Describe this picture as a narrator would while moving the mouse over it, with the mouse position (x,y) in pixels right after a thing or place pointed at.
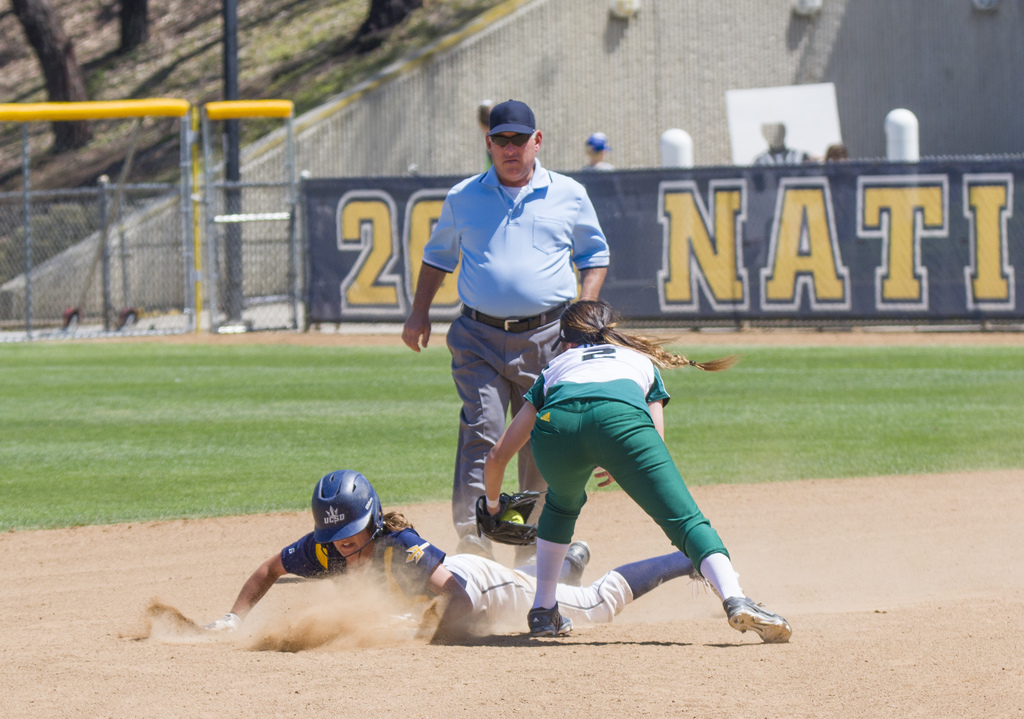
This is a picture taken during a baseball game. This is a picture which consists of a baseball ground (374,427). In the center of the picture (458,476) there are three persons (493,429) and red soil (242,640). In the background (342,132) there are trees (122,18), fencing (167,204), wall (721,152), banner (648,241), text (359,259) and other objects (235,130).
